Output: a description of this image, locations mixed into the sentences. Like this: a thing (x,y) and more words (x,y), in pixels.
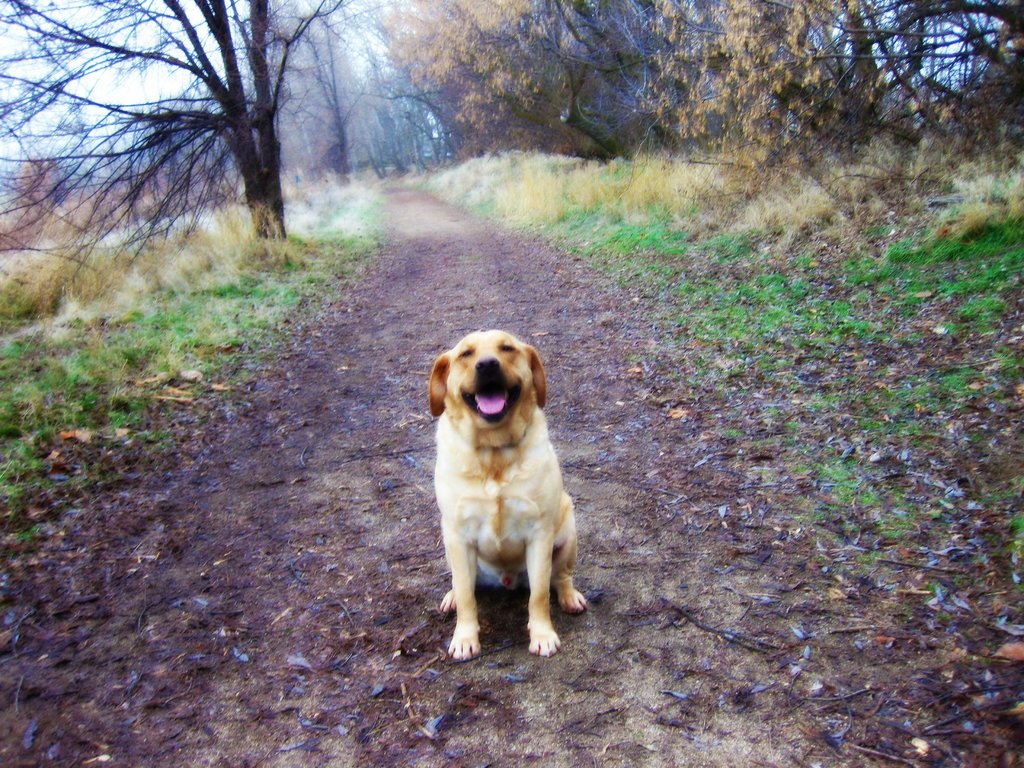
In the picture we can see a pathway (417,422) with a dog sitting on it and on the other sides of the path (596,745) we can see a grass surface (840,317) and trees (7,105) and in the background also we can see trees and sky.
